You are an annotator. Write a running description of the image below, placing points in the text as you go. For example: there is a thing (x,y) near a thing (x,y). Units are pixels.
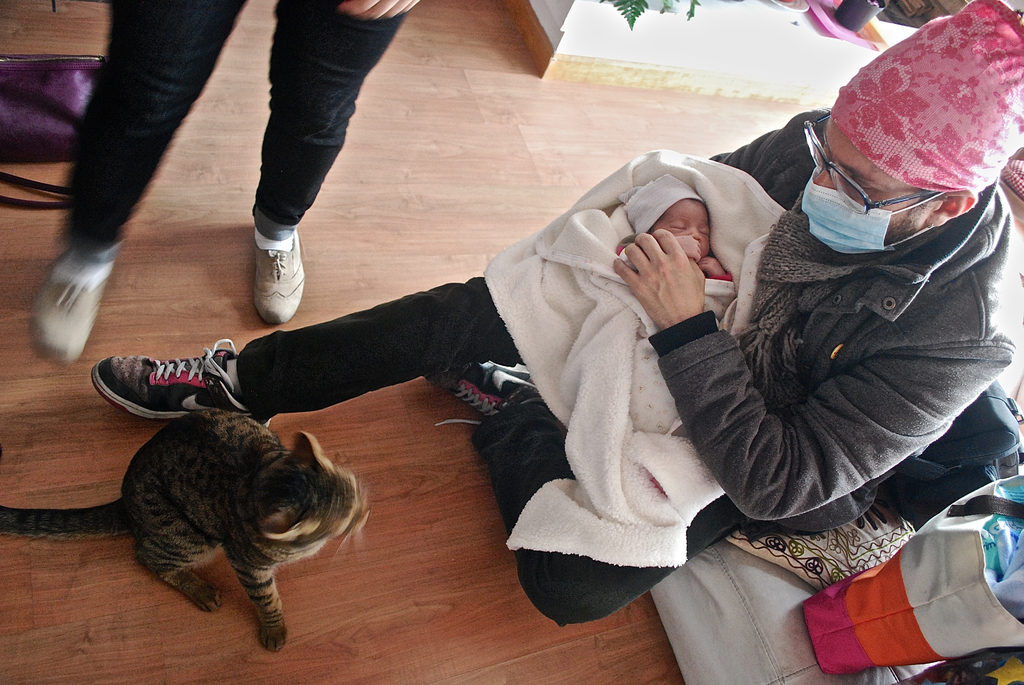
a cat (231,542) is sitting on the floor (409,582). to the right (730,570) there is a sofa (759,577) on which there is a bag (893,565), a person (856,414) is sitting holding a baby (681,228). at the left (332,113) back a person (339,104) is standing.
